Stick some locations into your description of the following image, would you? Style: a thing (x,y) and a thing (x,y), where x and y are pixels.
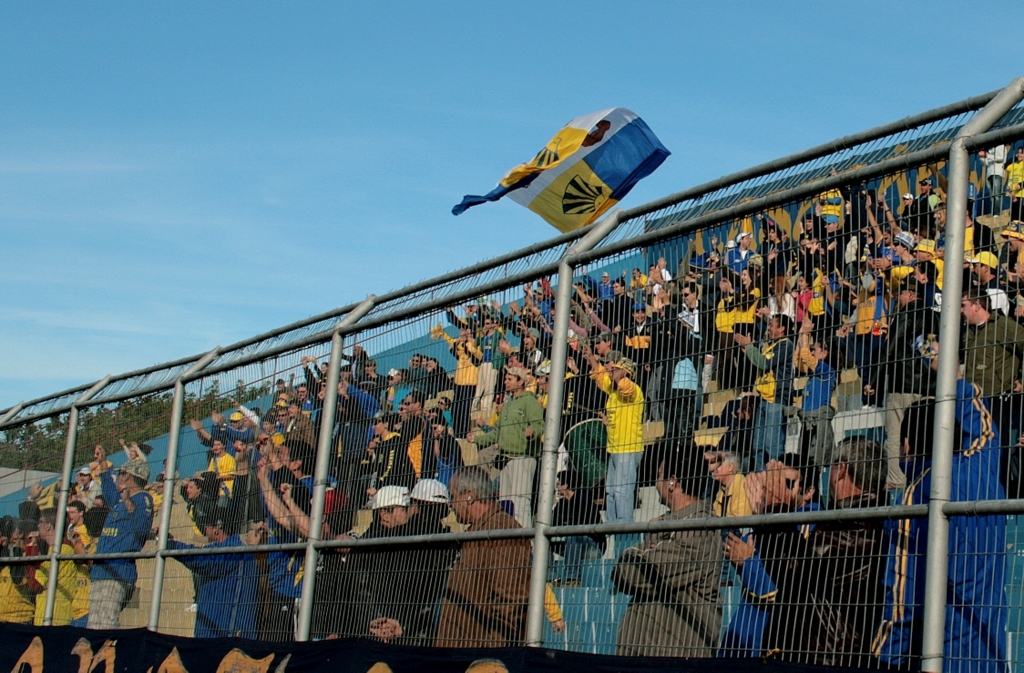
In this image I can see few people (729,295) standing and wearing different color dress (667,400). I can see a net fencing (132,439), banner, trees (133,425) and flag (567,143). The sky (354,154) is in blue and white color.
